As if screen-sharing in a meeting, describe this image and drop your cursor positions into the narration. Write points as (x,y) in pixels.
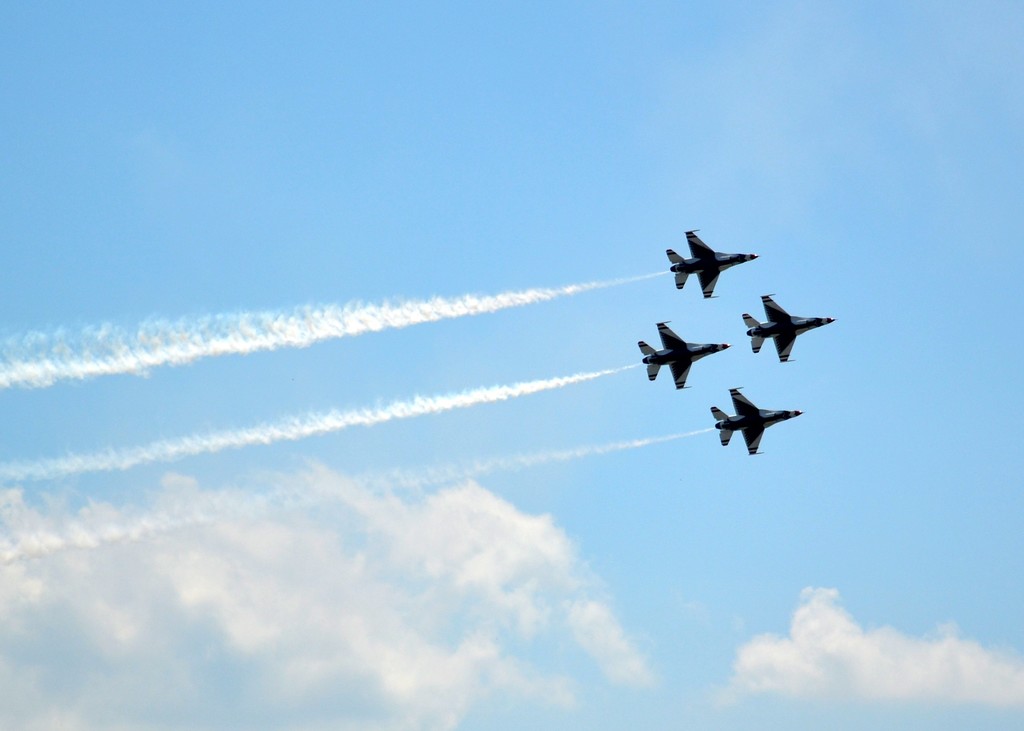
In this image we can see airplanes (751,403) flying in the sky (812,423).
